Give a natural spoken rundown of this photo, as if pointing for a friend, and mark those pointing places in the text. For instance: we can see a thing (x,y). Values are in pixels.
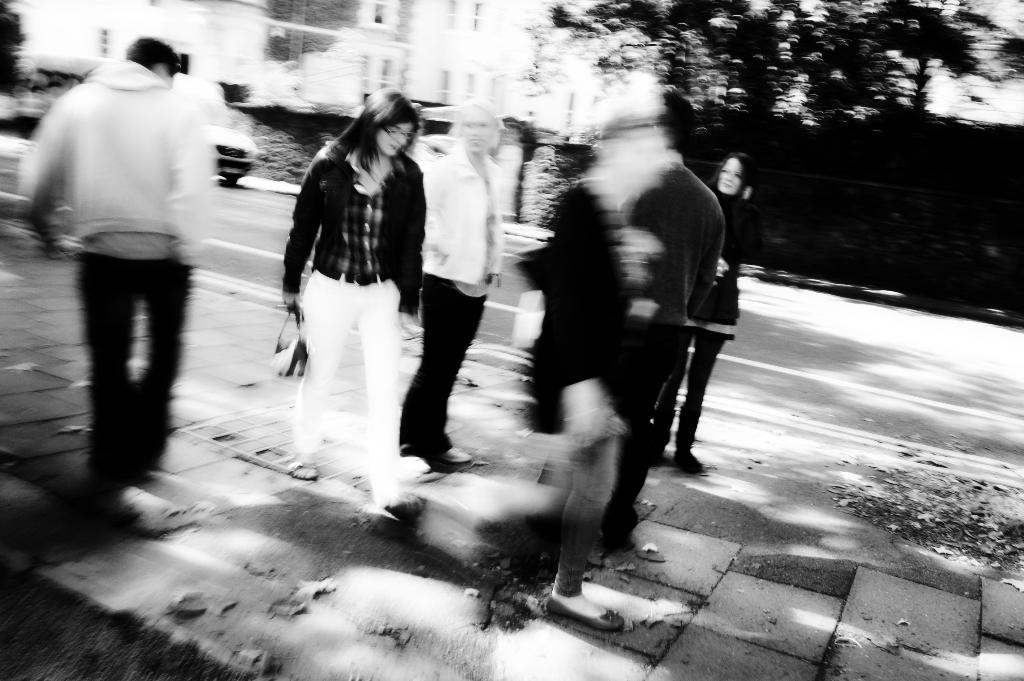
This is a black and white image and here we can see people (427,243) and one of them is holding a bag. In the background (355,108), there are trees (794,145) and we can see buildings (434,55). At the top left (247,156), we can see a vehicle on the road (200,238).
